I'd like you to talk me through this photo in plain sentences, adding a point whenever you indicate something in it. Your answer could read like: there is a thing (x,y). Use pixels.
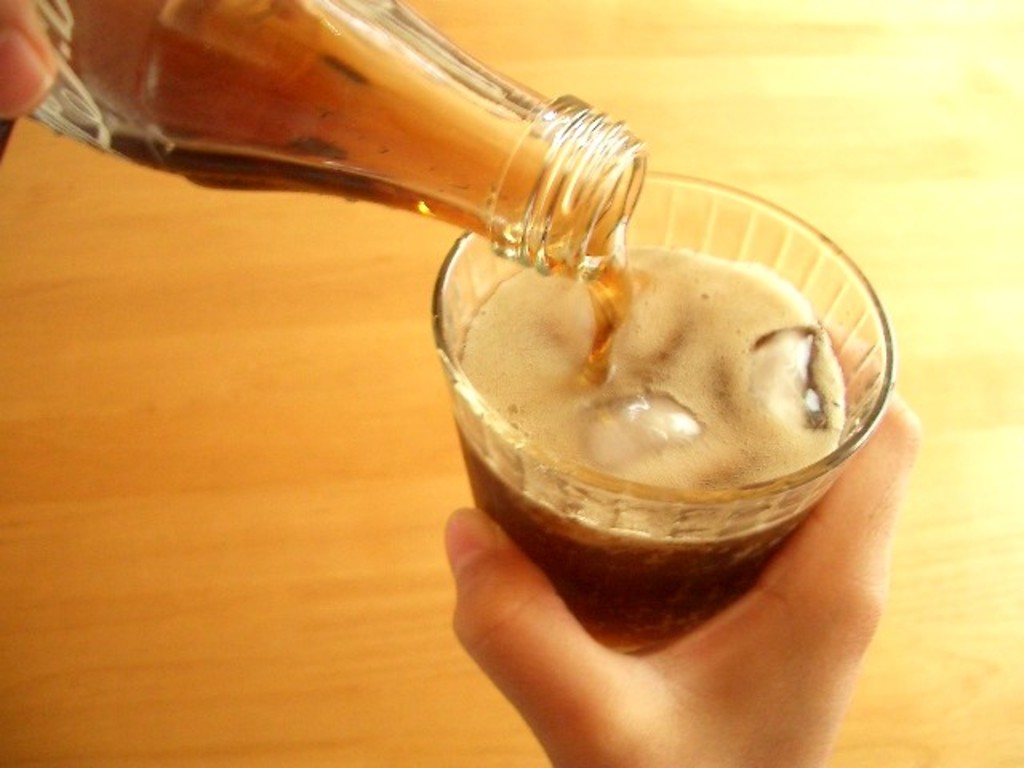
In this picture I can see a person's hands (483,647), who is holding a bottle (514,184) and a glass (470,398) in which there is liquid (527,291). In the background (850,169) I see the color surface (251,497).
